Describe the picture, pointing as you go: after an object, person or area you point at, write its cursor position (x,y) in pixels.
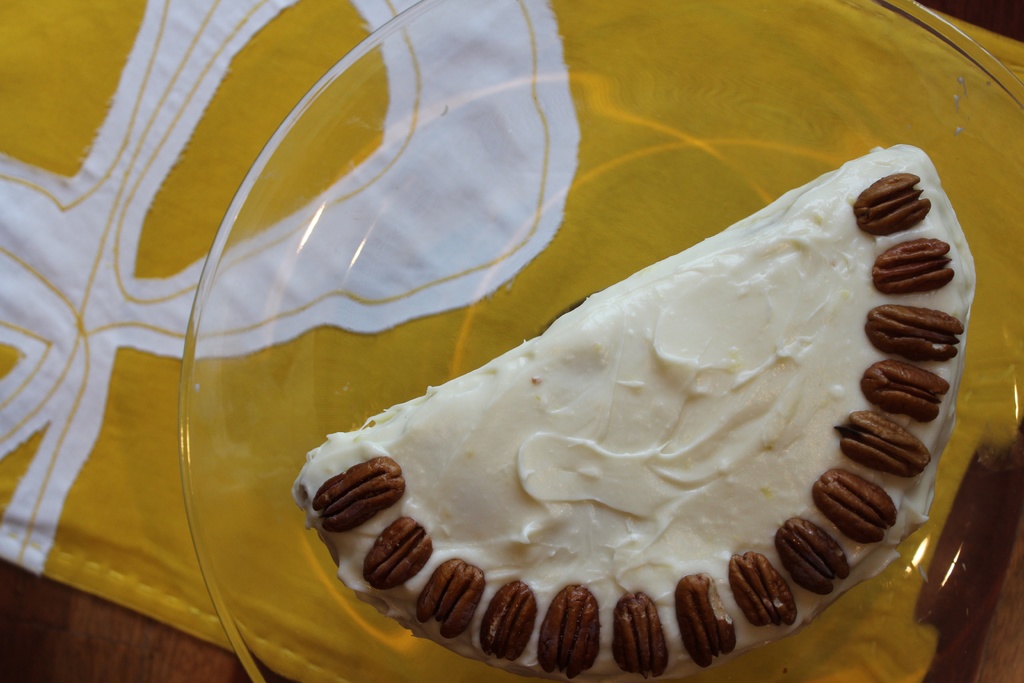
In this picture we can see a table (165,639). On the table (165,639) we can see a cloth (191,123) and a plate (411,241) which consists of food item (653,475).
